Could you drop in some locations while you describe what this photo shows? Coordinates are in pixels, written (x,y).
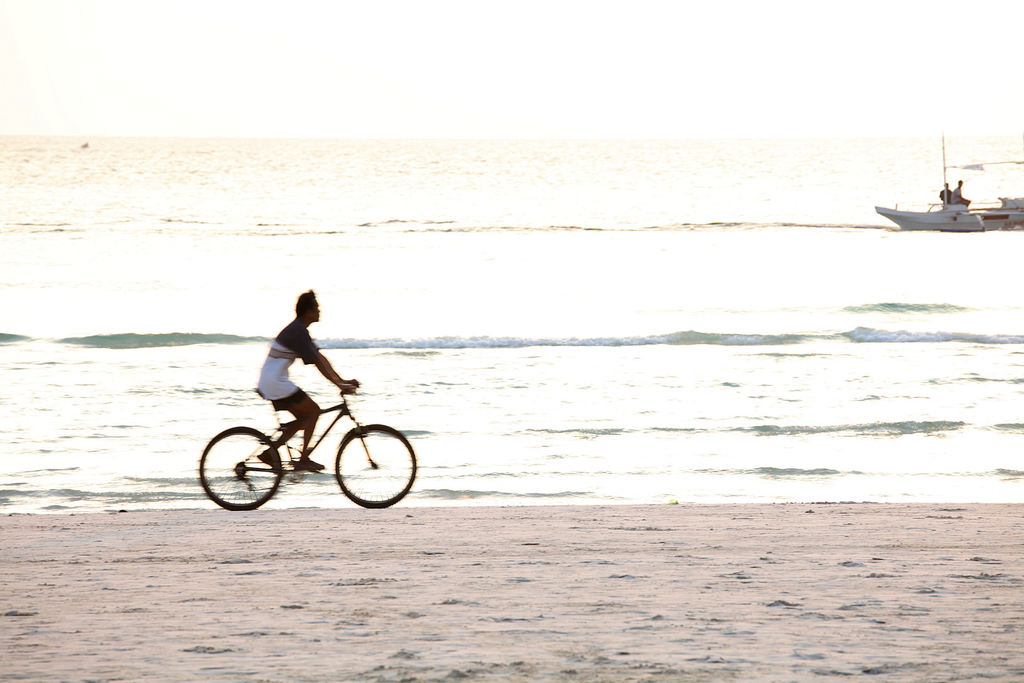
In this picture we can see a man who is riding a bicycle (373,461). This is water (711,428) and there is a ship (931,216) in the water (814,445). And this is sand (746,610).
